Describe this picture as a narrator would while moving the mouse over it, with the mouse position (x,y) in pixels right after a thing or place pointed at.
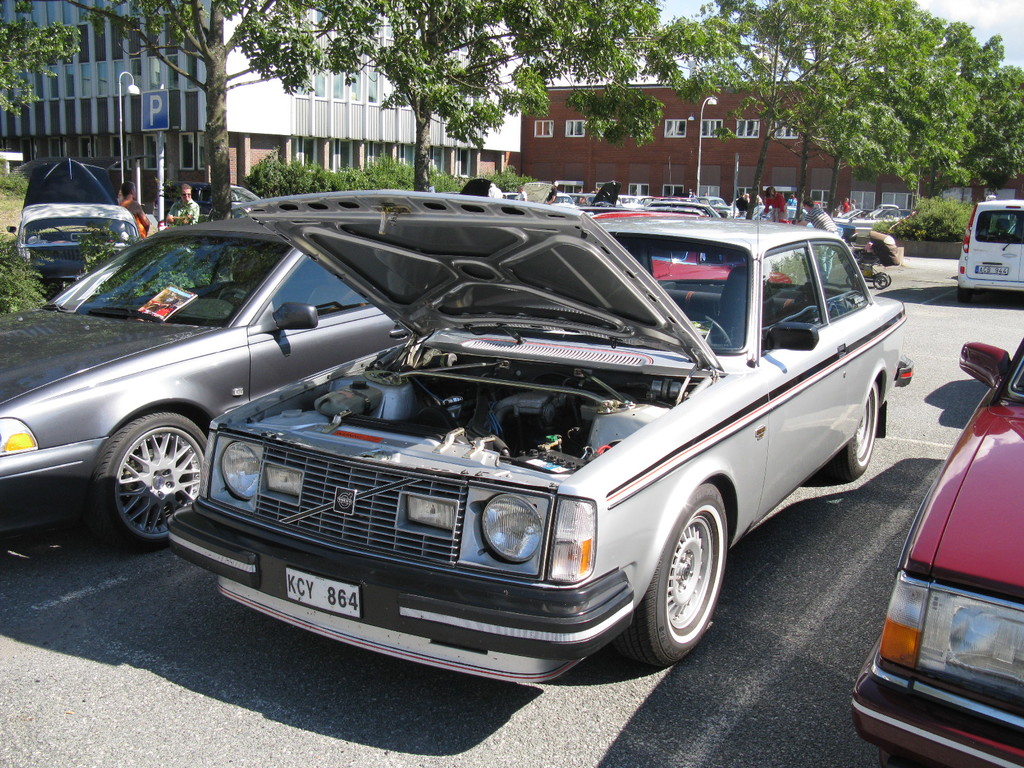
There are some cars (934,506) on the road (911,328) as we can see at the bottom of this image (482,515), and there are two persons (182,204) standing on the left side of this image (122,199). There are some trees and buildings (509,138) in the background (509,138).
